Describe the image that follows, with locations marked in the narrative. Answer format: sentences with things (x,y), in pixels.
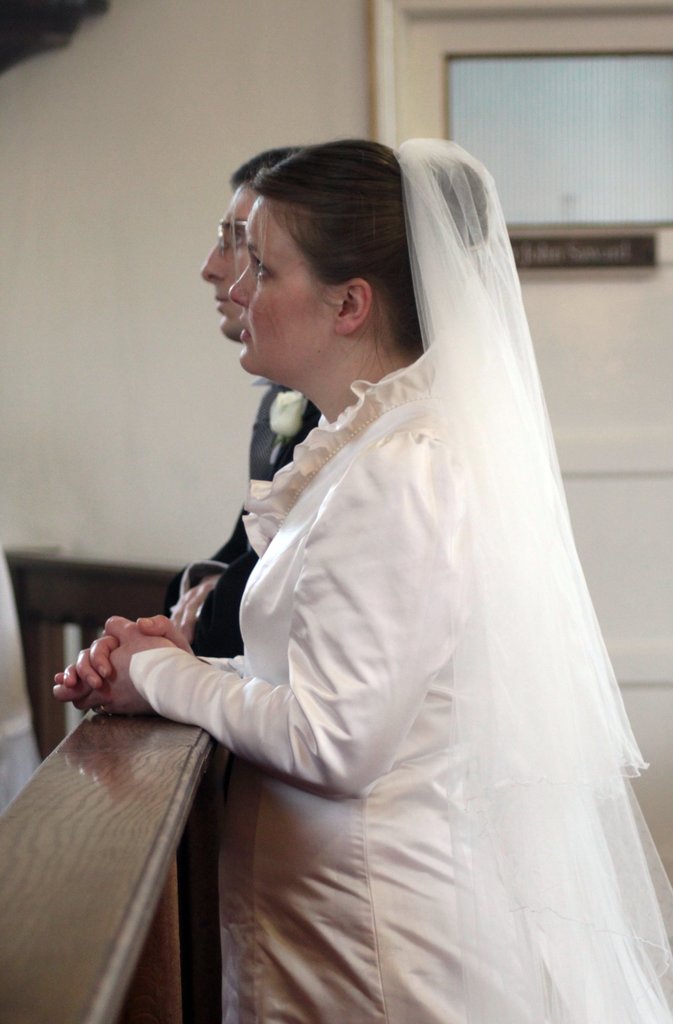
In this image, I can see the woman (273,489) and a man (268,459) standing. This looks like a kind of wooden table (147,840). In the background (553,138), I can see a door (575,385). Here is the wall (134,214).
